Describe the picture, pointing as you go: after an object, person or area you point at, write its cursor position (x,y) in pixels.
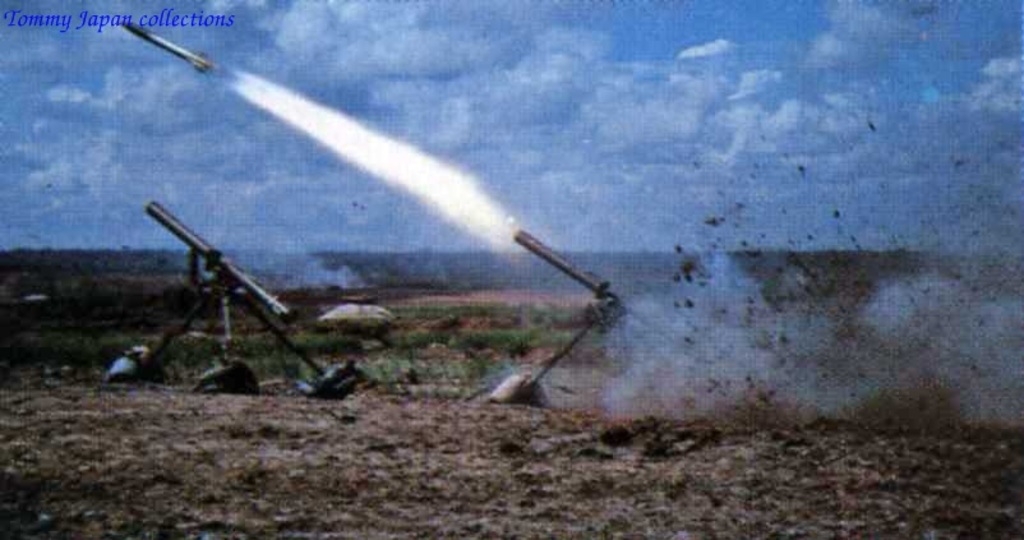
In this image I can see there are explosion machines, at the top (598,134) there is the cloudy sky (633,142). On the left side (42,29) there is the name (198,25) in blue color.
